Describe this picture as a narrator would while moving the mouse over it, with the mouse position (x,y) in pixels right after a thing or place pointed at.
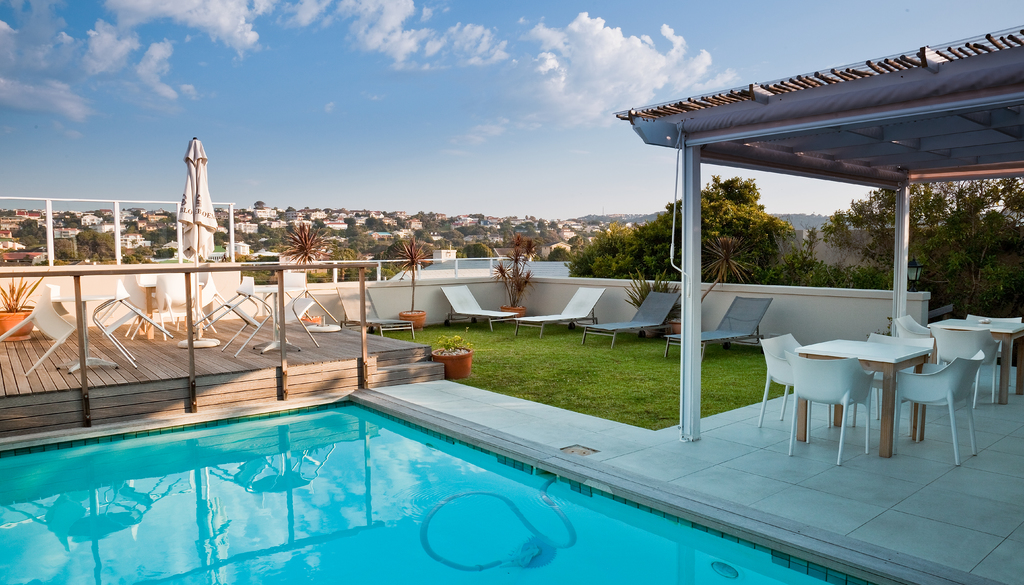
On the right side of the image (752,113) there is a ceiling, beneath that there are chairs (924,366) and tables (858,354) are arranged, beside that, there are benches (474,308) on the surface (550,370) of the grass (561,358) and there are few plant pots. On the other side of the image there are a few chairs (161,319) arranged, in front of that there is a fence (188,391) of a swimming pool (309,509). In the background (838,269) there are trees (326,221), buildings (329,212) and the sky (331,109).
